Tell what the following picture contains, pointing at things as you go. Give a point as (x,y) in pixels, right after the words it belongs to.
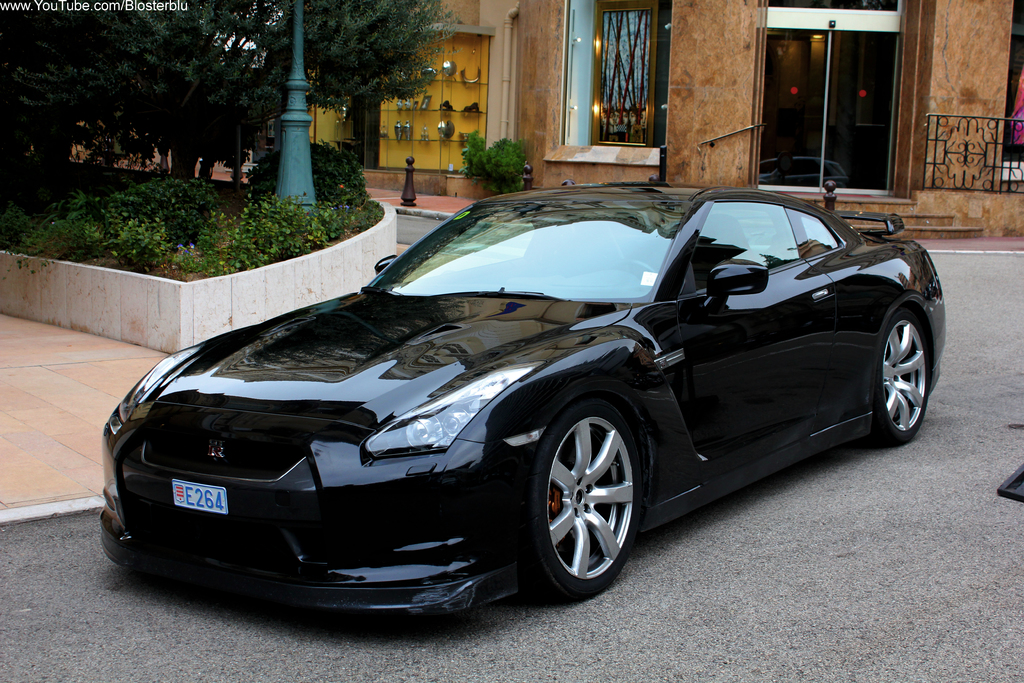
In the picture I can see a black color car (524,427) on the road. In the background (518,167) I can see a pole (295,190), plants (250,255), trees (223,28), a building (907,198), fence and some other objects (604,128).
